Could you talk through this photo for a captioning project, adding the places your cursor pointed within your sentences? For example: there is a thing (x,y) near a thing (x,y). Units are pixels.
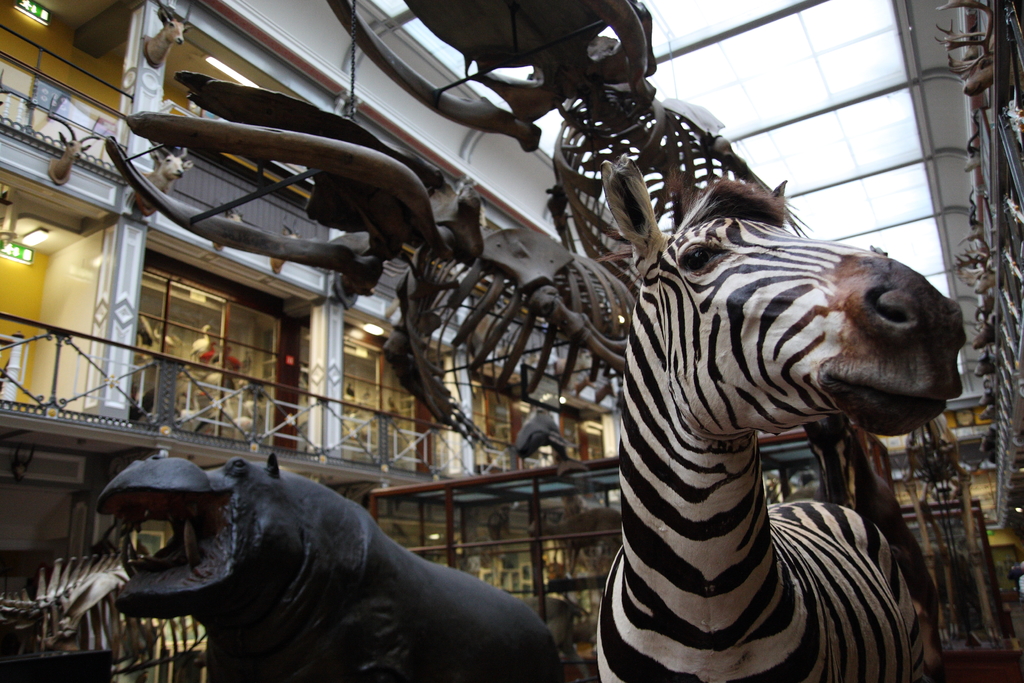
In this picture we can observe zebra (736,430) on the right side (721,489). There is a statue (366,577) of a hippopotamus (297,572) on the left side (259,568). We can observe skeletons (449,268) of whales (427,97). In the background (454,396) there is a building (47,390) and a railing (284,408).
